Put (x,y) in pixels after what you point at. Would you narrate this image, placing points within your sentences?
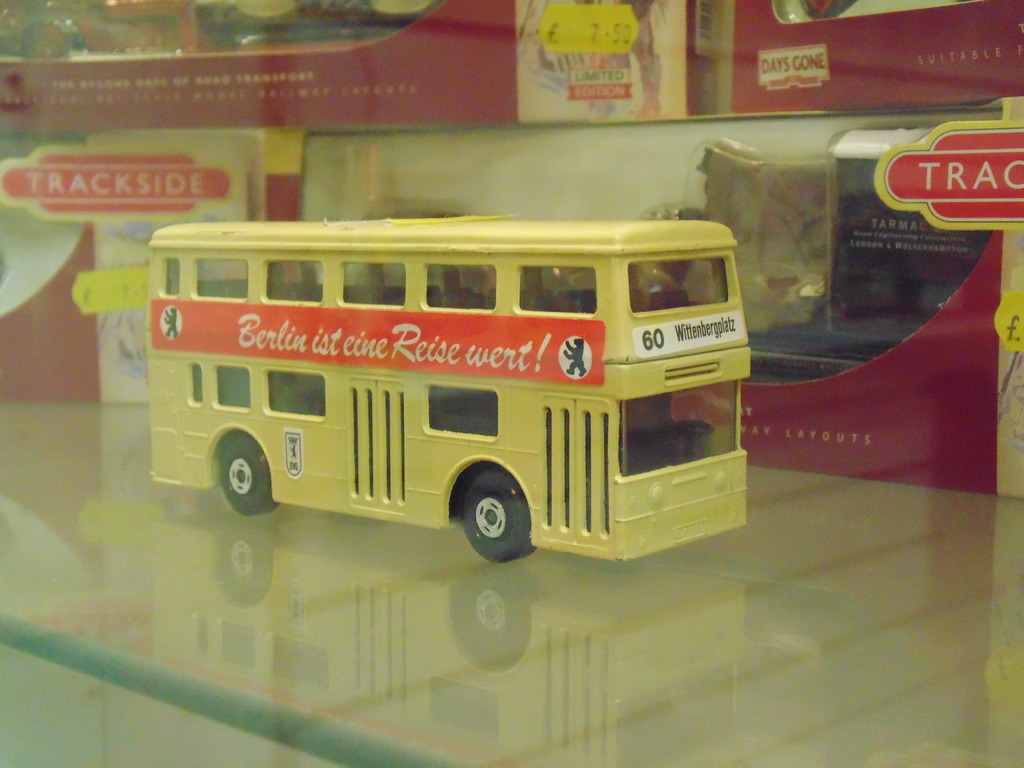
In this image I can see a yellow colour toy bus (685,493) in the front (476,368) and on it I can see something is written. In the background (368,54) I can see few boxes (77,107) and on these boxes (138,89) I can see something is written.
